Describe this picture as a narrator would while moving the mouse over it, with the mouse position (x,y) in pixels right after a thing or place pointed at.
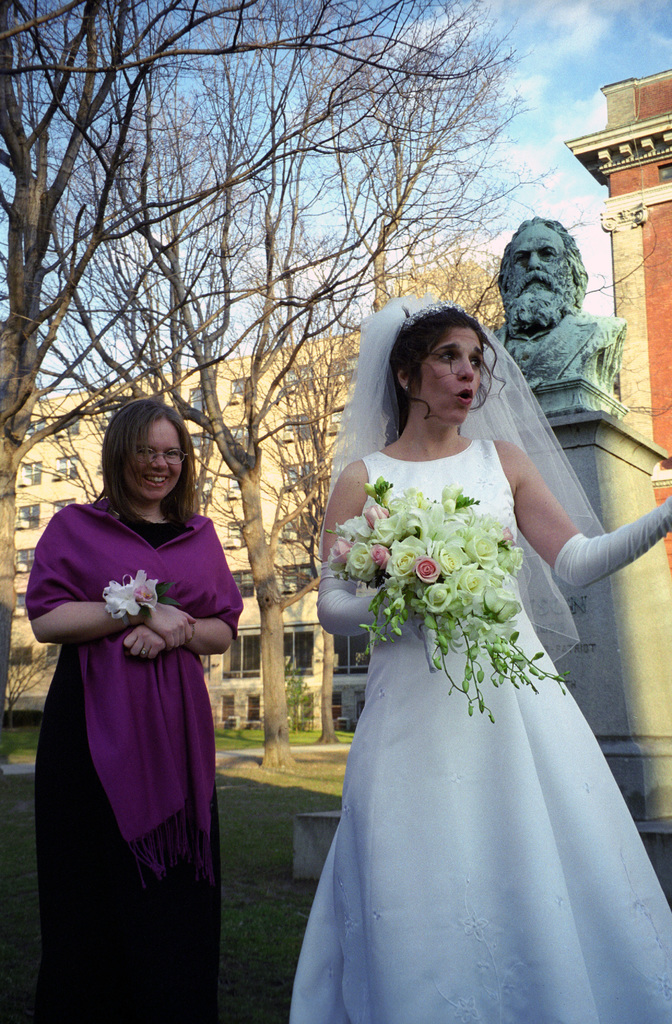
In this image we can see there are two persons (449,461) standing and holding flowers (435,542). In the background (527,331), we can see a statue (579,368) with pillar (618,431) and there are trees (332,103), grass (280,869), buildings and sky (546,73).
